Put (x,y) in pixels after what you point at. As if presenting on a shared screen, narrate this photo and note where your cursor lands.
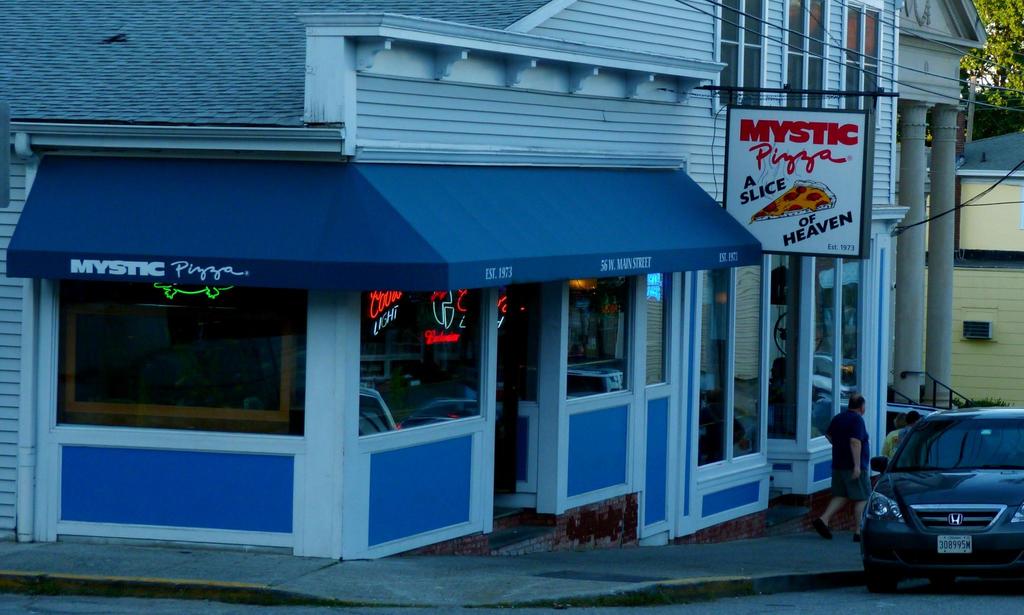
In this picture we can see few buildings (887,321), trees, cables (948,80) and group of people (855,424), at the right side of the image (947,467) we can see a car (914,557), and also we can see a hoarding (817,184).
